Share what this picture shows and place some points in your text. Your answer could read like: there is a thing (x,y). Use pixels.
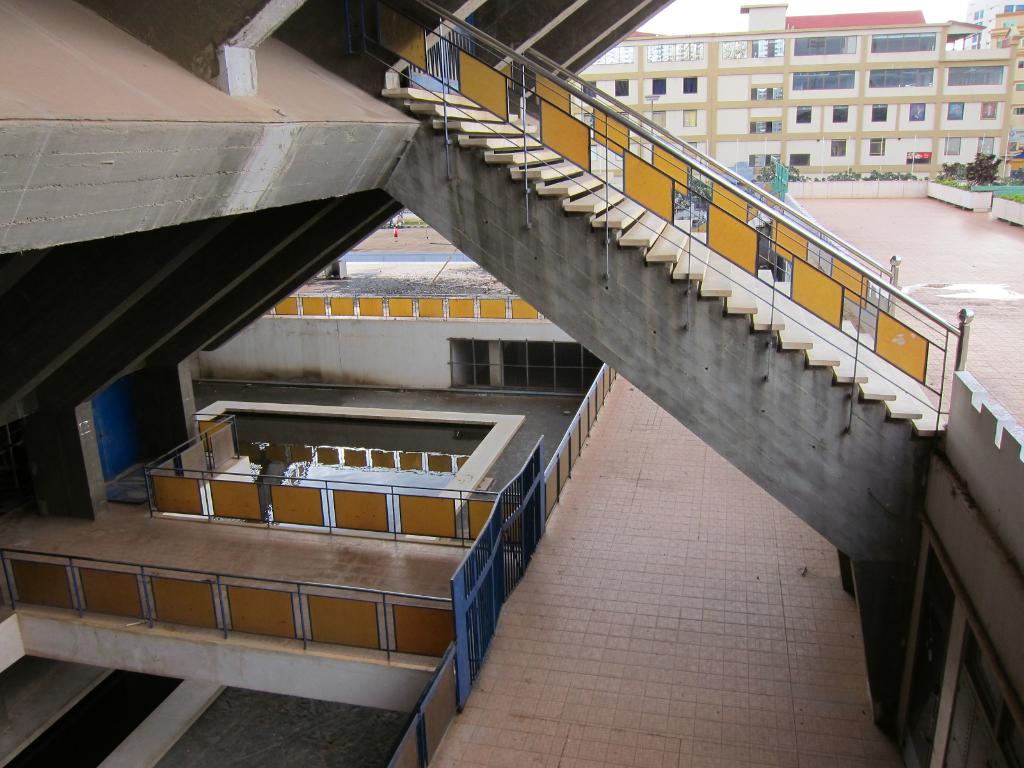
In this picture there is staircase (406,156) on the right side of the image (739,348) and there are buildings (689,84) in the top right side of the image (688,47), there is another building (625,5) on the left side of the image (191,282).
